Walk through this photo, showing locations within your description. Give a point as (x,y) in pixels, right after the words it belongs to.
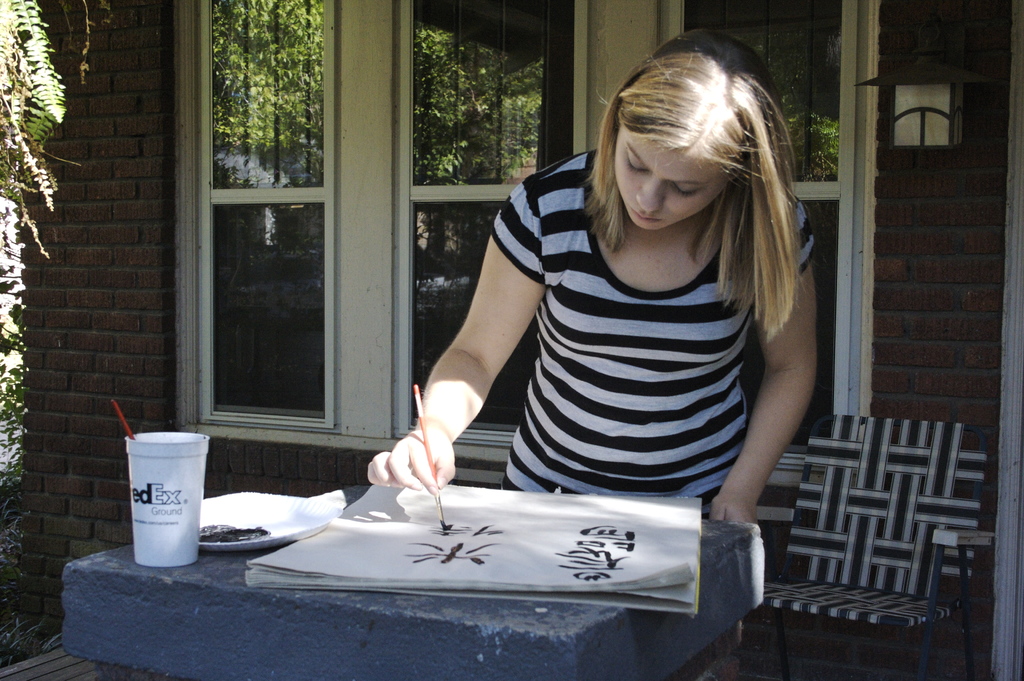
In the image we can see there is a woman (663,294) who is writing something on paper (477,527) by holding a brush (443,531) behind her there is a window (267,280) and there is a wall (107,202) made up of red bricks (125,342) and the woman (677,346) is wearing a black and white t shirt (601,297). Behind her there is a chair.
